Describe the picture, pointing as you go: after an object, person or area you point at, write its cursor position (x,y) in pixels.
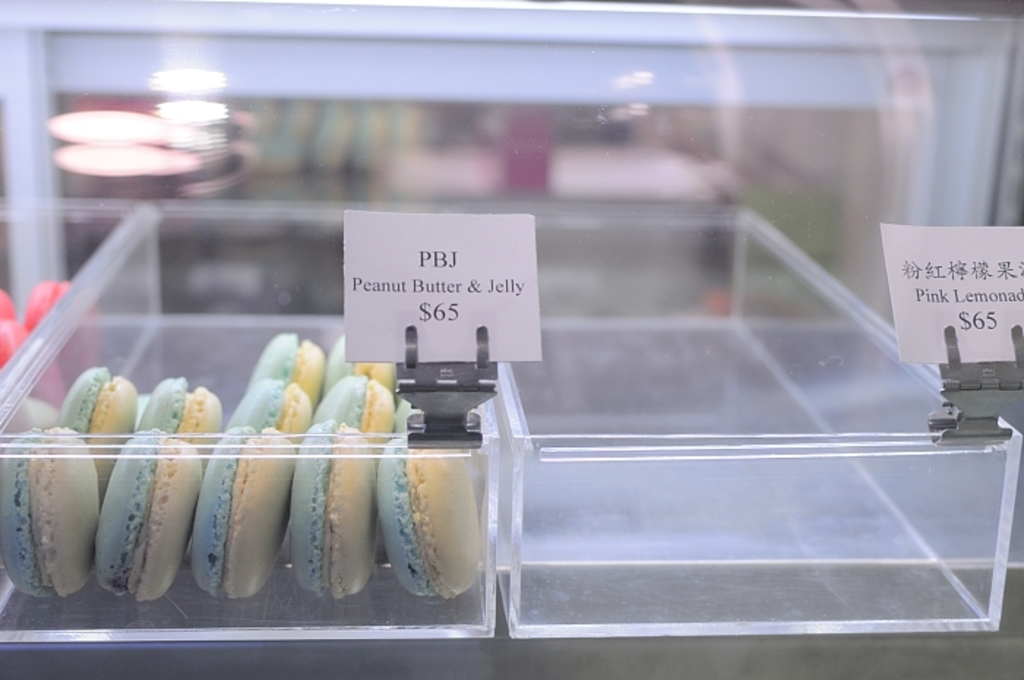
In the center of this picture (604,231) we can see the boxes (147,455) and we can see the text (430,294) and numbers (443,309) on the papers (463,311) attached to the boxes (860,493). On the left (189,497) we can see the food items (116,462) seems to be the cookies (276,477). In the background (162,116) we can see the reflection of lights (175,117) and some other objects (621,114).
